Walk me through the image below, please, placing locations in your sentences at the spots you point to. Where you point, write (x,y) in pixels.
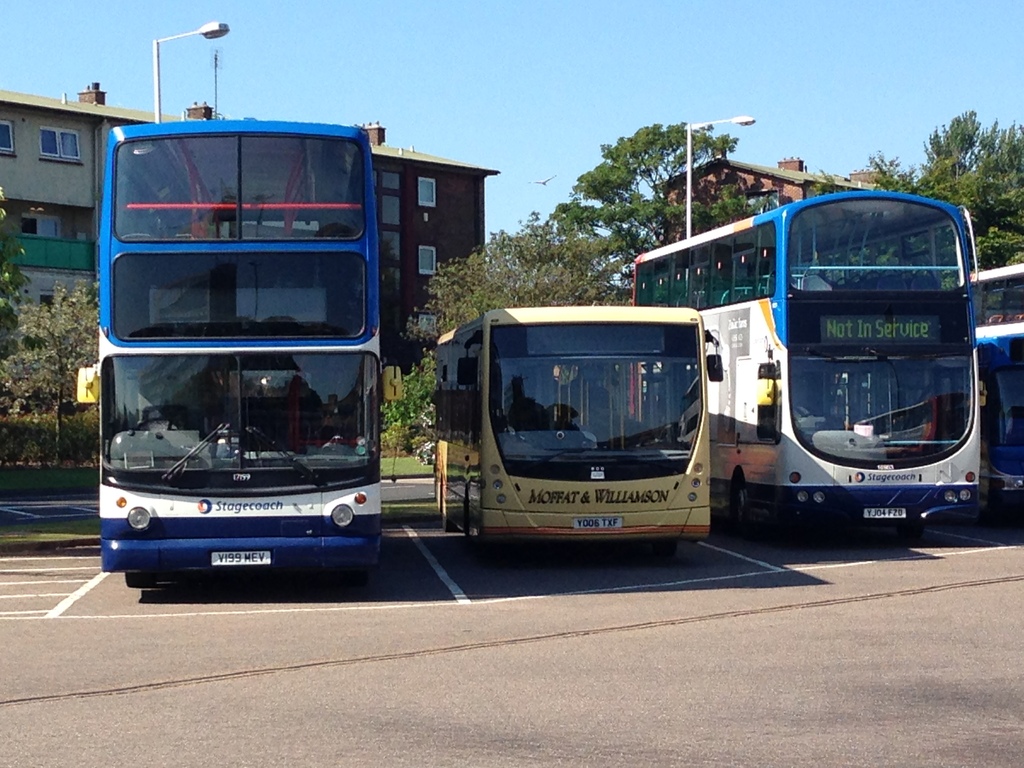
This is an outside view. Here I can see few buses (630,410) on the road (280,676). In the background (426,242) there are some buildings (706,183), trees (957,167) and light poles (155,85). At the top of the image (523,33) I can see the sky (544,26).
